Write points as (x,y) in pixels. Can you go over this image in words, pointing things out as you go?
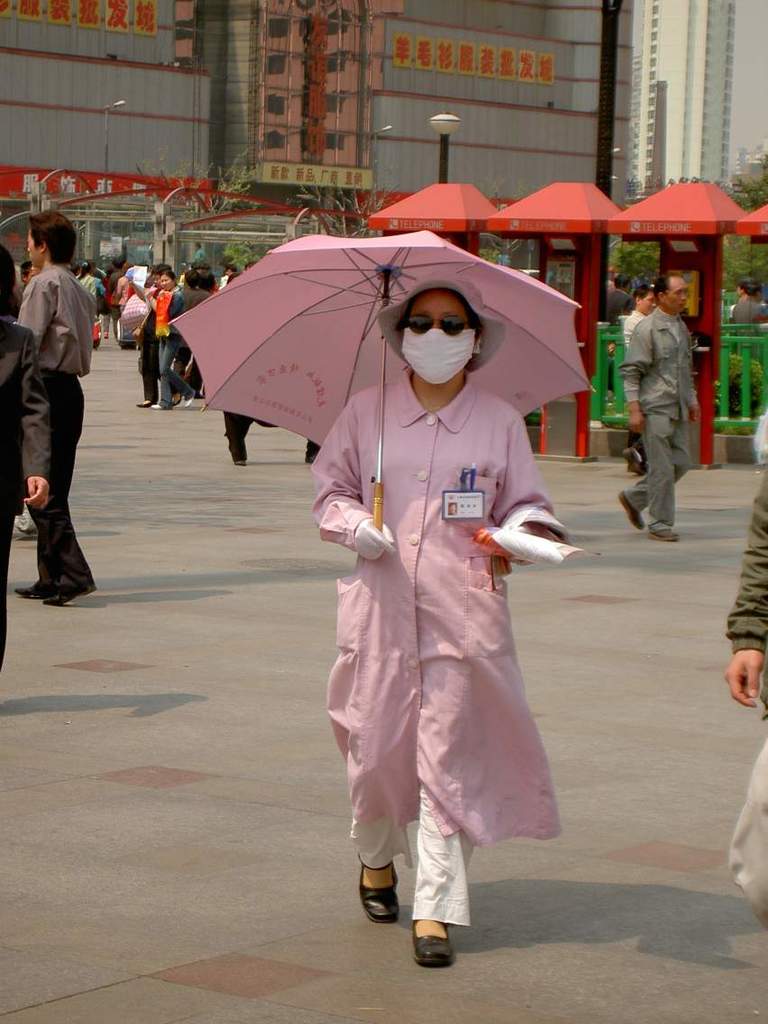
There is a lady (388,641) wearing gloves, hat (394,310), mask (419,336), badge (467,510) and specs (418,326) is holding an umbrella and something in the hand (503,534) is walking. In the back (169,258) there are many people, sheds (520,212) and buildings (279,105).
